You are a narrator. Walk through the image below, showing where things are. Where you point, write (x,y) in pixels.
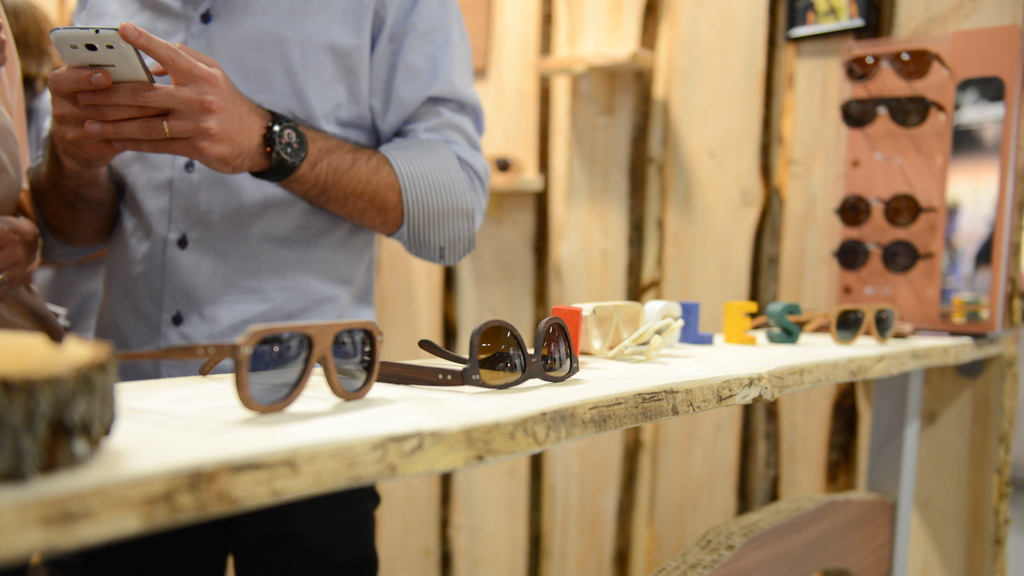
There is a man (138,205) standing and holding mobile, in front of him we can see goggles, goggles (936,61) with stand (959,68) and objects (40,332) on the table (223,444). In the background (44,85) it is blurry and there is a person (33,29) standing and we can see wooden planks (684,164).
